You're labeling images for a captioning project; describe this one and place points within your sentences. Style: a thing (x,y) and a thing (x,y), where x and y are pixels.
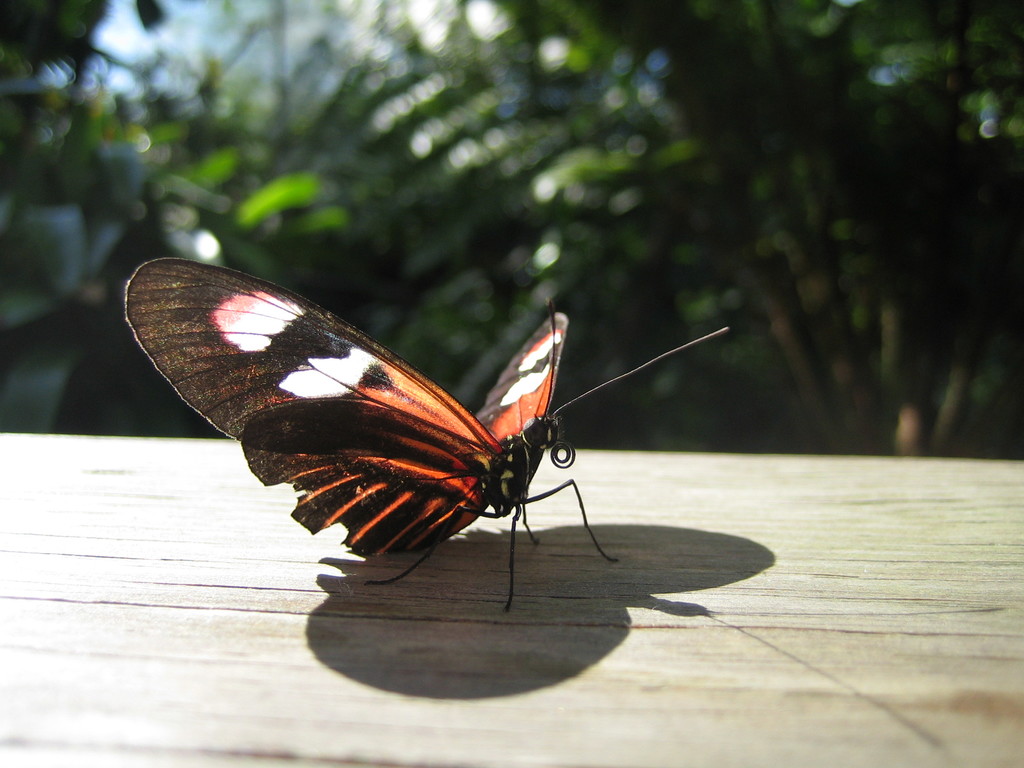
In this image, we can see a butterfly (385,484) on the wooden board (785,609). Top of the image (15,182), we can see it is a blur view. Here we can see so many plants (645,211) and trees (543,234).
